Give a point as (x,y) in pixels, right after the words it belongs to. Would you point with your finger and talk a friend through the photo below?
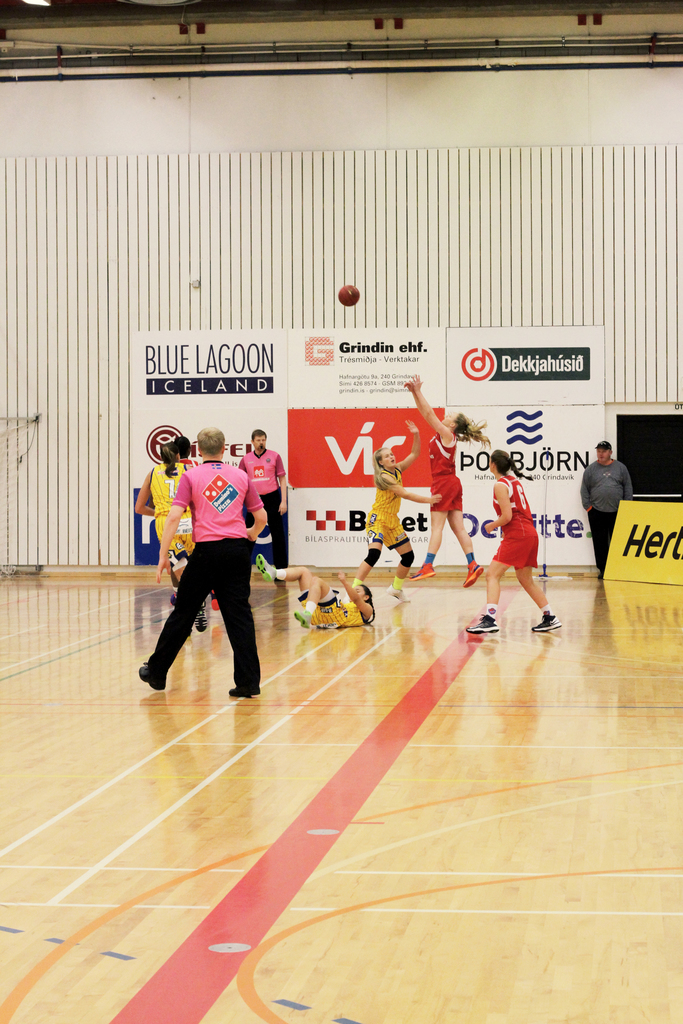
In the picture we can see a playing floor (420,863) on it, we can see some people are in sports wear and throwing a ball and jumping and in the background (72,518), we can see a wall (45,337) and on it we can see a board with some advertisements (641,548) on it and beside it we can see a man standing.
